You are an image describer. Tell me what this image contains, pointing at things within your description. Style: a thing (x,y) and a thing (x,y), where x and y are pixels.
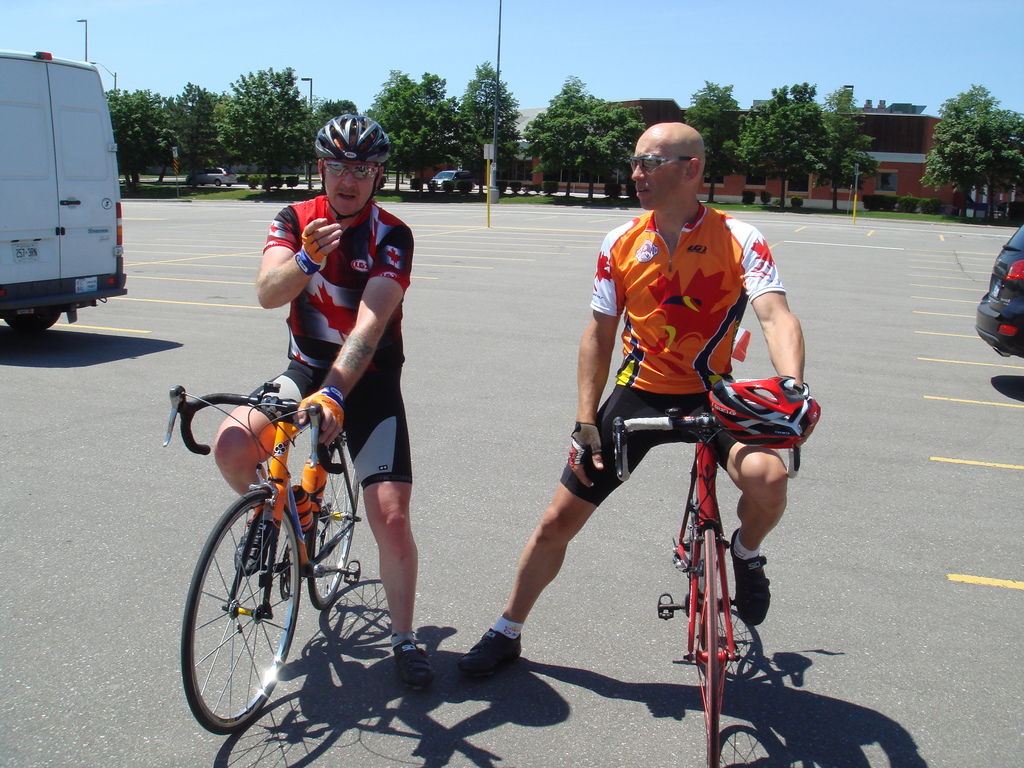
In this image I can see two men (792,373) are sitting on their cycles (229,720). I can see both of them are wearing shades (338,168) and one is wearing a helmet (346,157). I can see another one is holding his helmet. In the background (81,276) I can see few vehicles (998,310), few trees (568,176), buildings (885,137) and sky (648,24).
